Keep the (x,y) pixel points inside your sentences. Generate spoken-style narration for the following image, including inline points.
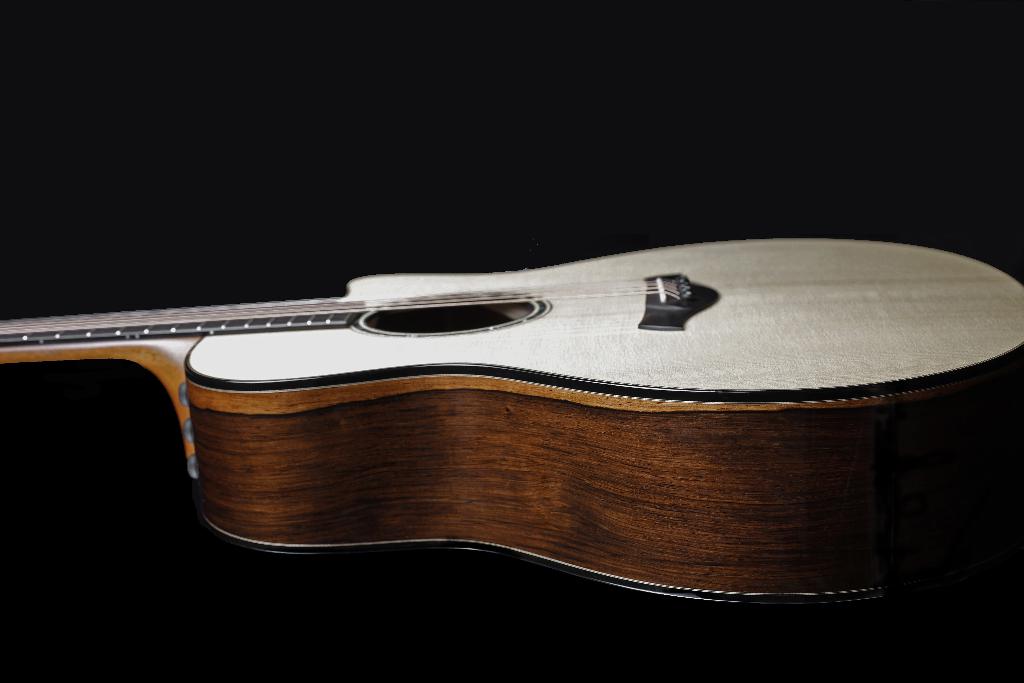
There is a guitar (394,388) in this given picture which is White and Brown in color. In the background (496,155) there is dark.
